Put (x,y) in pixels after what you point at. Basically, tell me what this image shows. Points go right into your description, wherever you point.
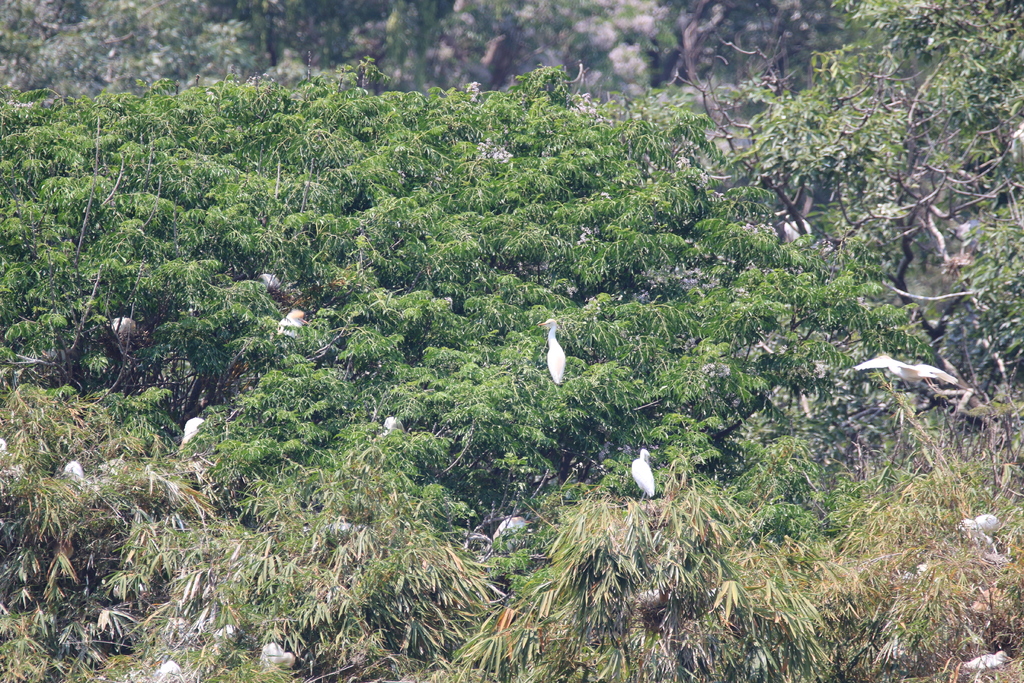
In this picture we can see birds (985,526) on branches (210,463) and in the background (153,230) we can see trees (600,69).
